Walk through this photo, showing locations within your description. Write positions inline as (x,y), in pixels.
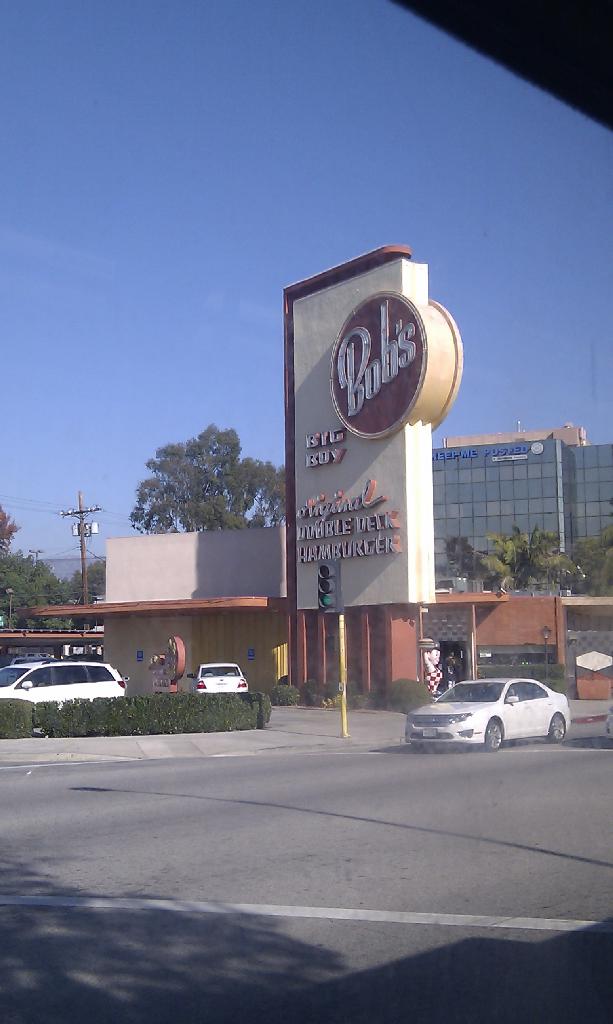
In this image I can see the road (326,827). On the road (499,836) there are vehicles (543,733). To the side I can see the board (391,577) to the pole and the plants (201,698). In the back (195,622) there is a building (467,631), trees (4,530), current pole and the blue sky (278,167).
